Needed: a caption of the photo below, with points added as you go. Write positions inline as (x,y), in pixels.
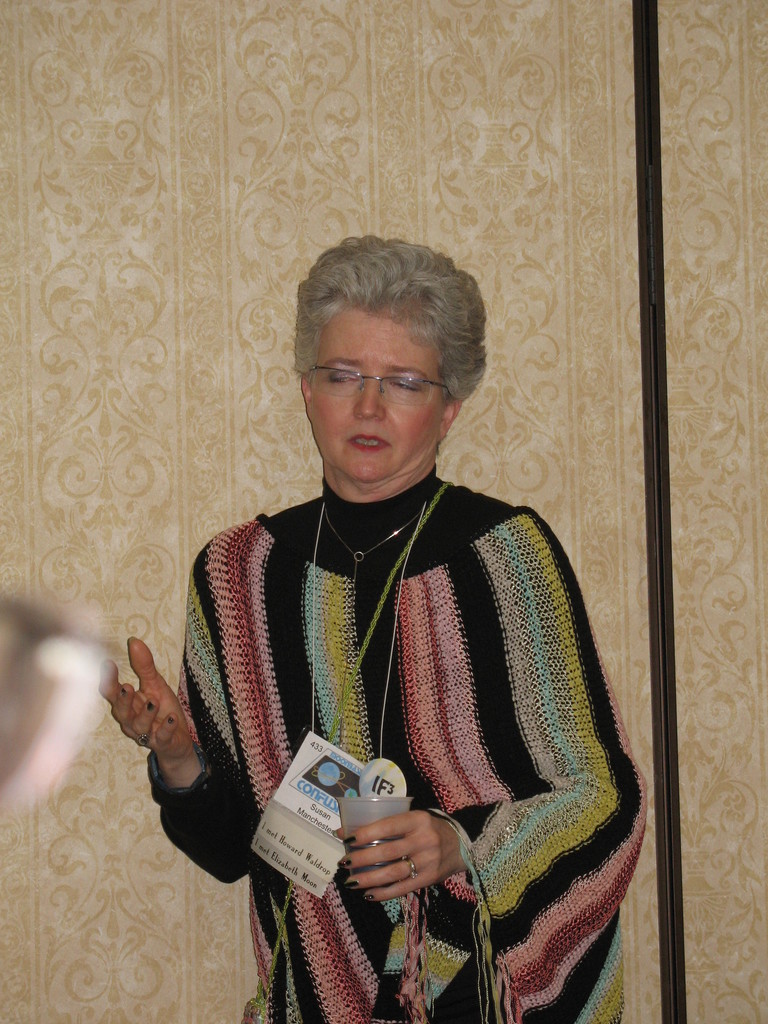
There is a woman (475,331) standing and holding a glass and wearing tag (278,808), behind her we can see wall (464,142).
